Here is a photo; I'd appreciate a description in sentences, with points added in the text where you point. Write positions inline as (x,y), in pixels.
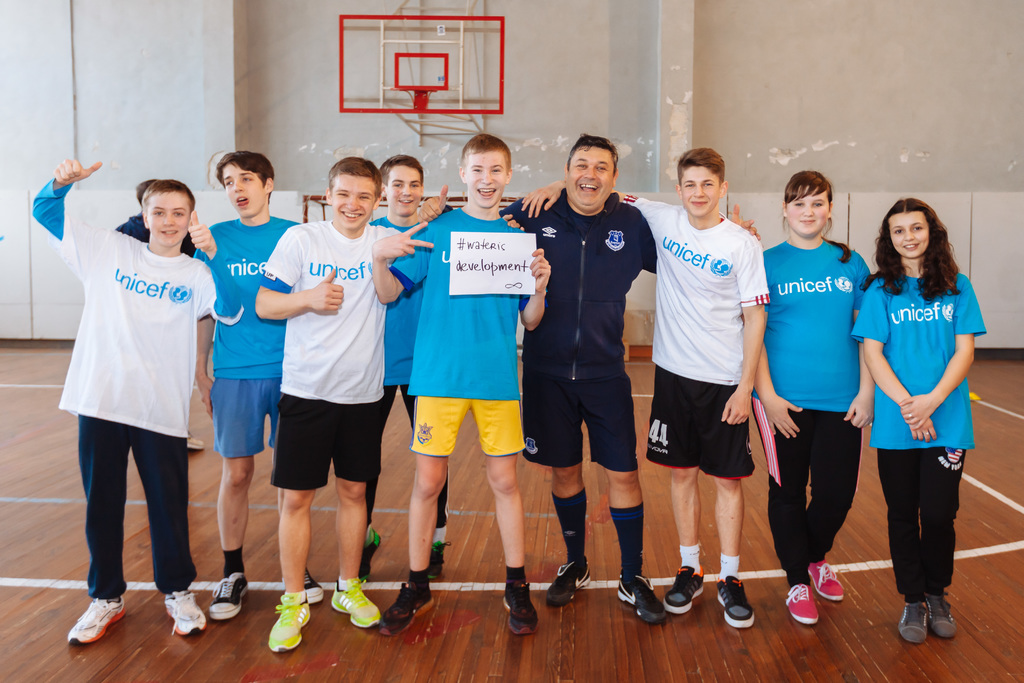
In this image, we can see a group of people (787,311) wearing clothes (146,325) and standing in front of the wall (782,142). There is a person (448,232) in the middle of the image (448,232) holding a board (484,263) with his hand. There is a basket (431,87) at the top of the image (439,109).
